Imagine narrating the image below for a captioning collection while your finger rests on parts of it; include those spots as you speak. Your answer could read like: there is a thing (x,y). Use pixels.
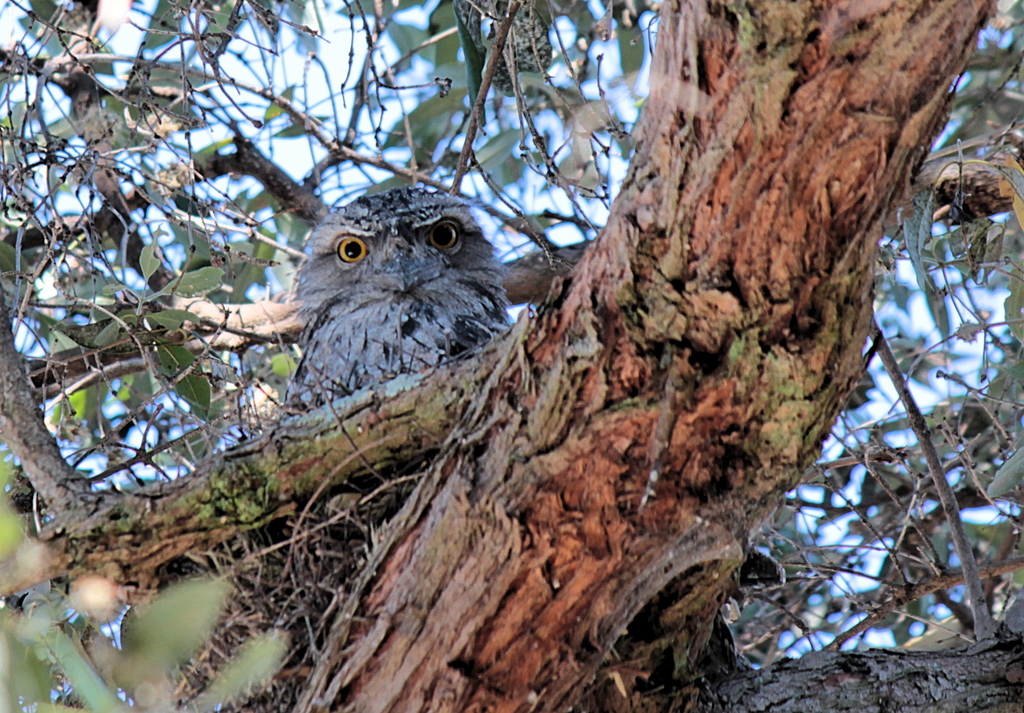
In this image there is a bird (405,311) in the nest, which is on the branch (397,412) of a tree (571,410) having leaves (37,712). Behind there is sky (322,60).
